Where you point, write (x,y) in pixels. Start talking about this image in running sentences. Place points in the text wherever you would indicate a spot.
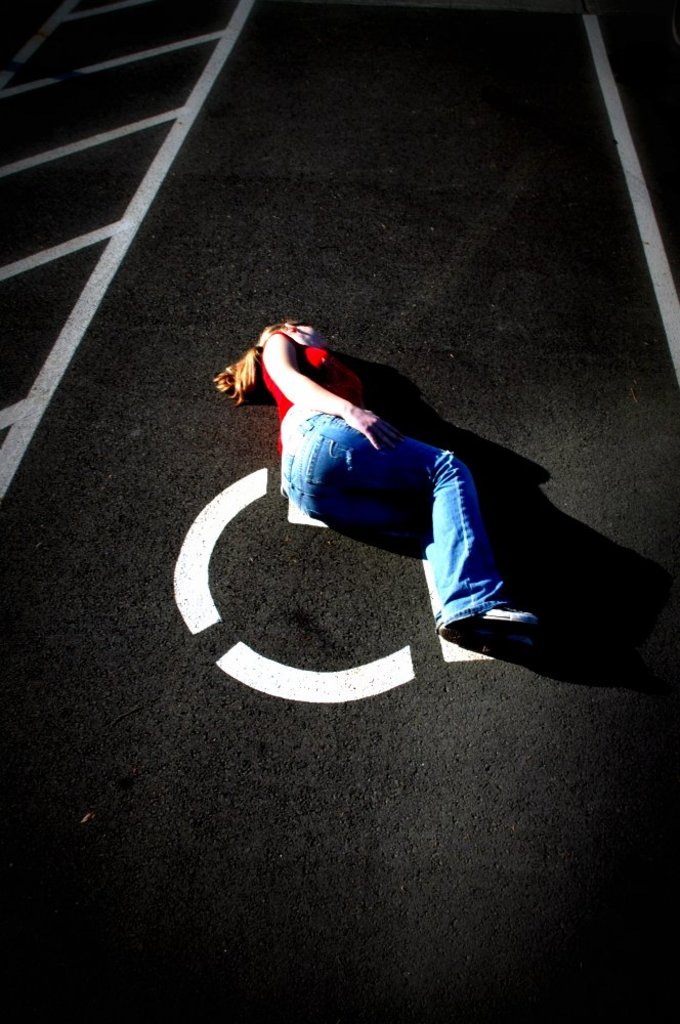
There is one person (325,488) lying on the floor (215,511) as we can see in the middle of this image (426,542). We can see the white color paint (679,315) on the floor (187,525).
